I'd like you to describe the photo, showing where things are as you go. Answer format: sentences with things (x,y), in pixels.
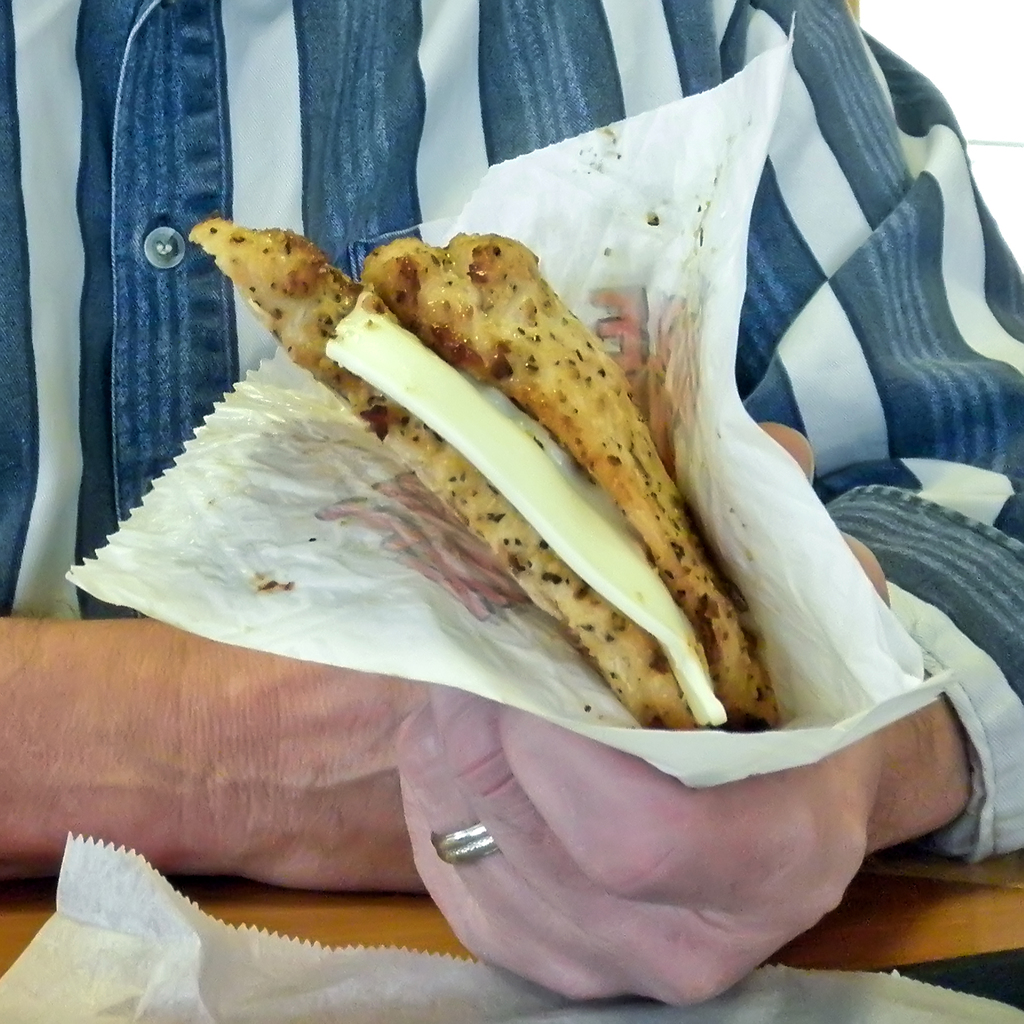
In the center of the image (563,558) a person (255,62) is holding a food item (502,406) with paper (397,535). At the bottom of the image (384,949) we can see a table (371,936), paper (365,968).
